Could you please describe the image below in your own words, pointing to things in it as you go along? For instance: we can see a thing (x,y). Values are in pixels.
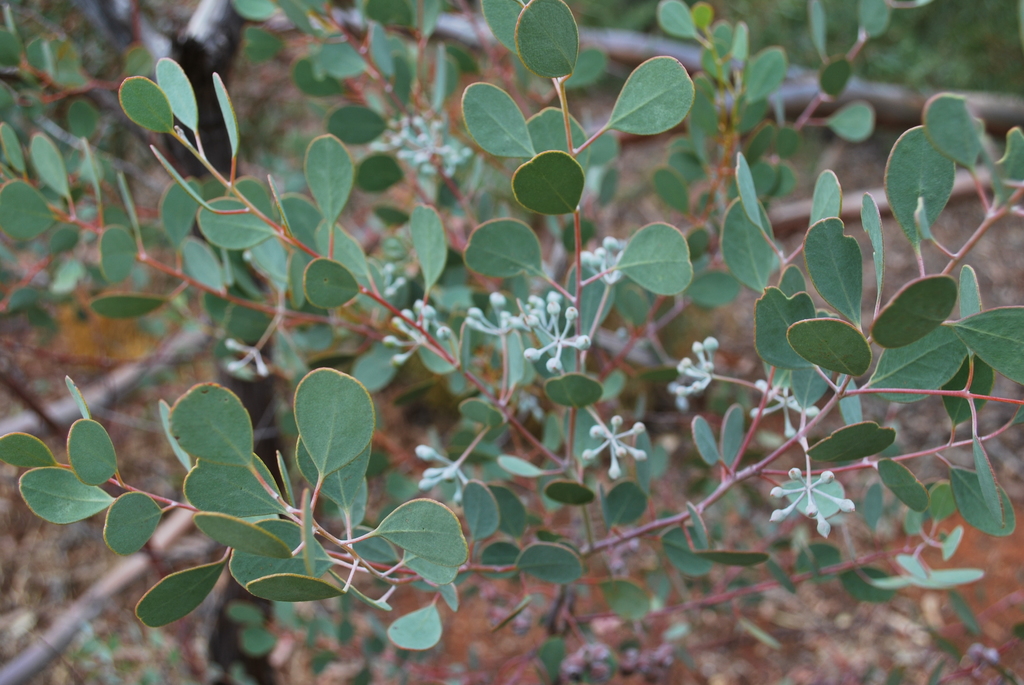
In the image we can see there are plants (485,478) on the ground (158,574).
